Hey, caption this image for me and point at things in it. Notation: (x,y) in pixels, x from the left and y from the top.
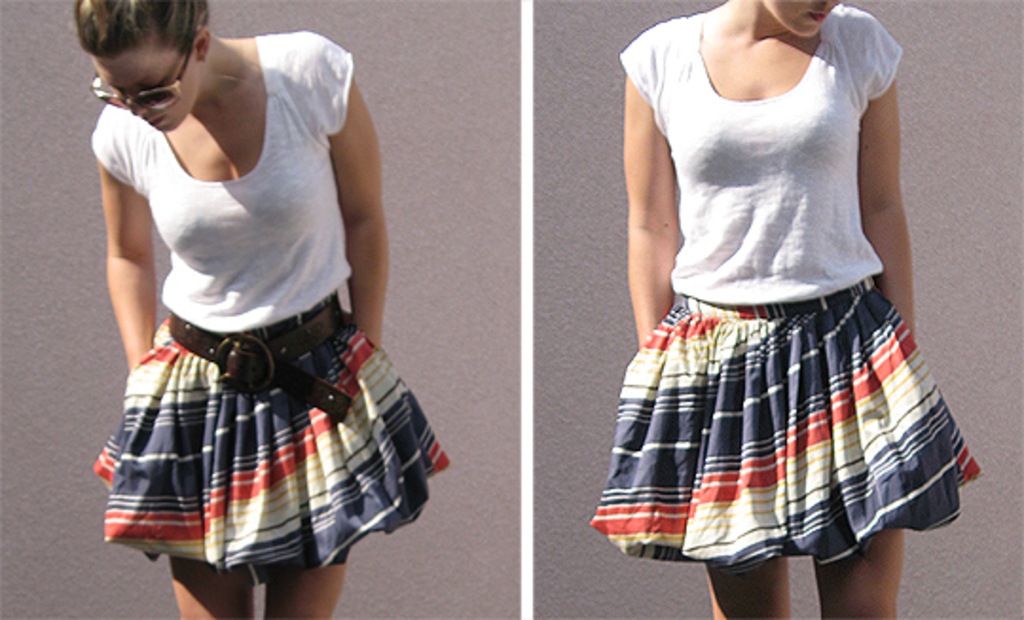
In the picture we can see two photographs on a woman (125,451) standing with a white top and frock (869,506) and looking towards down and in the second image we can see a woman (788,218) standing the picture is with half face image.
